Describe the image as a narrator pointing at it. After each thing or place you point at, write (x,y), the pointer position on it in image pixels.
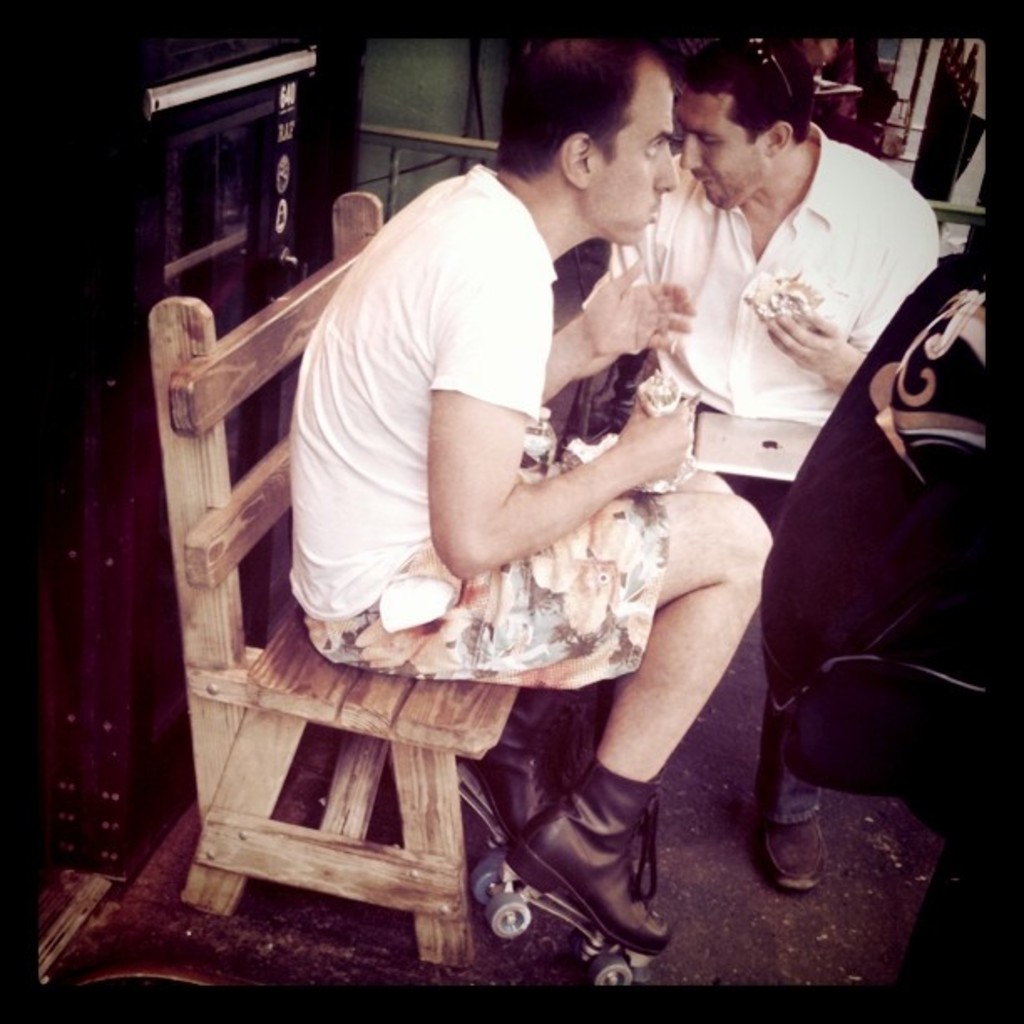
In this image, there are a few people (627,451) holding some objects (671,385) and sitting. We can also see the ground (310,900). We can see an object (258,596) on the left (227,83). We can see the background (430,177) with some objects (953,205) and wires (412,170). We can also see an object (981,348) on the right (977,385).
